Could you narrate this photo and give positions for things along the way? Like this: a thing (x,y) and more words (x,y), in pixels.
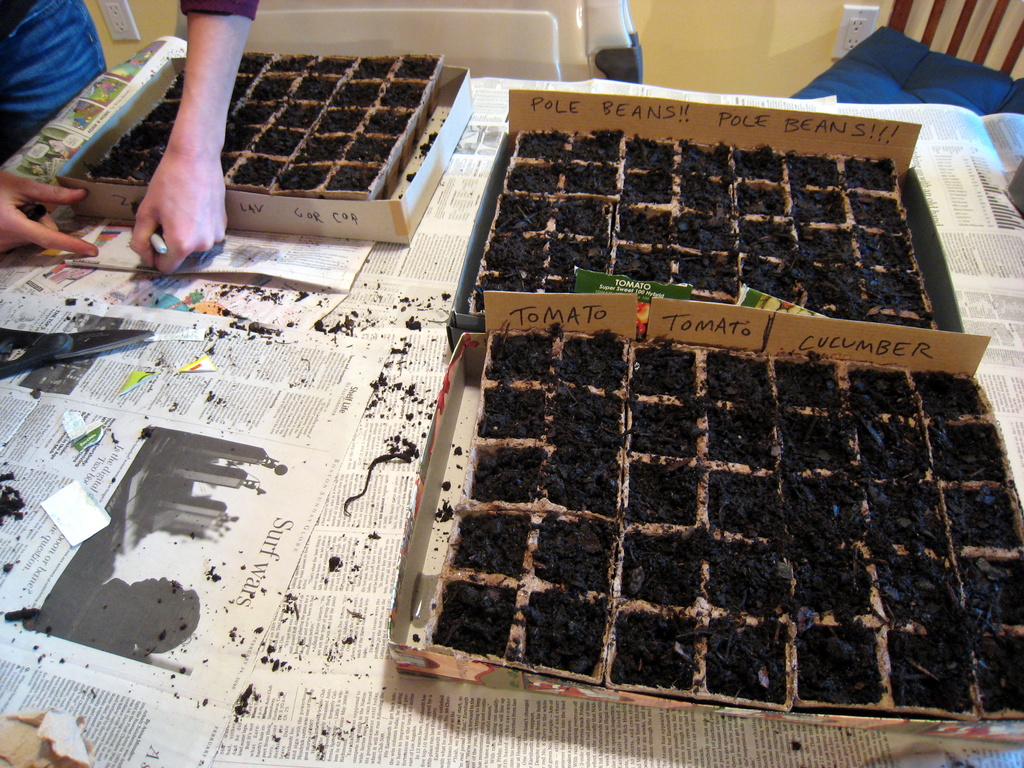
In this picture we can see black soil (660,359) in the boxes (415,573). We can see partitions (629,370) in between black soil (666,371). There is a tool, newspapers (297,244) and other objects (596,316) are visible on the table (88,332). We can see a person (14,130) holding an object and is writing on a box (346,205). There is a blue object (927,59) and a switchboard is visible on the wall (763,81) in the background (938,100).
